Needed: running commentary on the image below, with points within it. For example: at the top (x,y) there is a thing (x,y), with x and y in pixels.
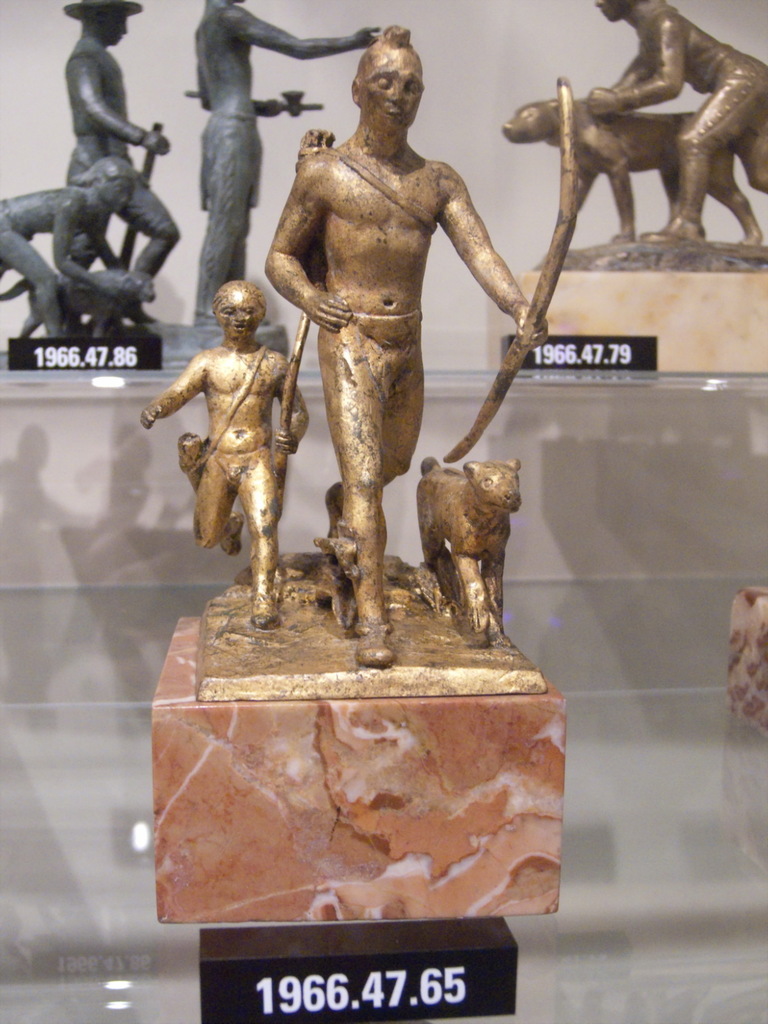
There are three statues (331,206) in the center of the image (338,614). Two (430,198) of them, are persons (333,289) holding bows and wearing arrow bundles (315,131). Beside them, there is an animal's statue (461,500). In the background (723,62), there are statues (220,31), two (89,52) of them are standing in position and two (720,83) of them are holding animals statue (576,108). Back to them, there is a white color wall (627,400). There we can see a glass material (652,855).
